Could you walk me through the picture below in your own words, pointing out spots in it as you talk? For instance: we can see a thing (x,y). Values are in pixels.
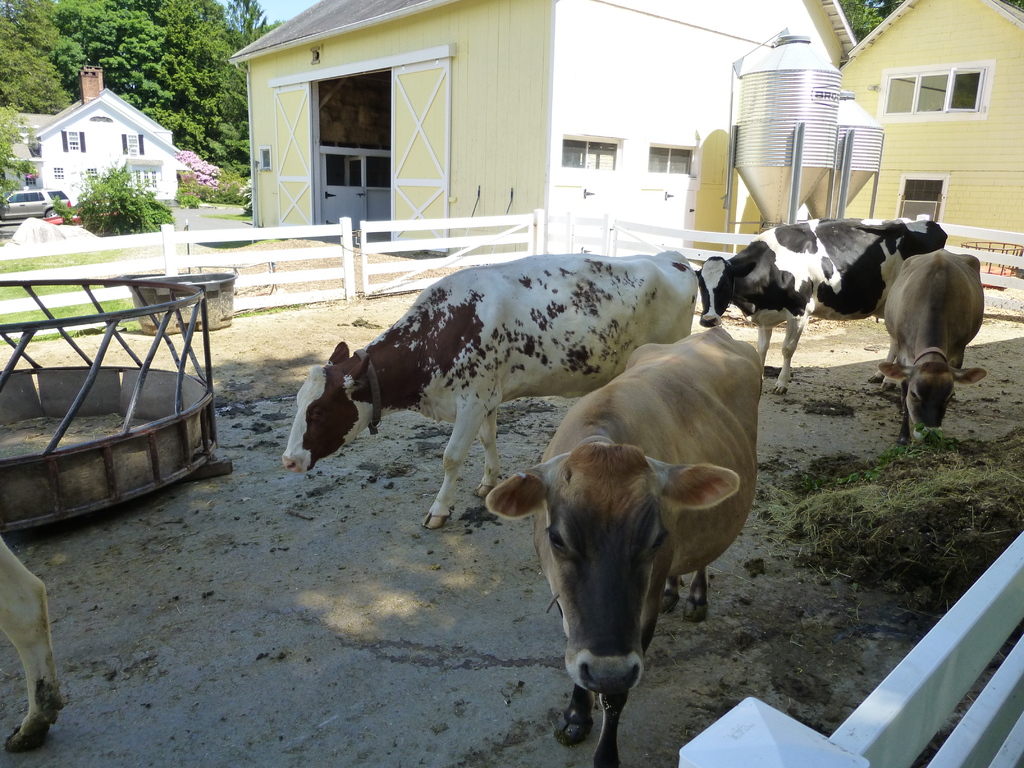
In this image we can see group of animals (598,390) on the ground (385,696). On the right side of the image (889,745) we can see a fence (881,756). To the left side of the image (187,290) we can see a container (222,299) placed on the ground (93,334), barricade (106,271), a vehicle (39,208) parked on the ground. In the background (302,152), we can see a group of buildings (534,124), trees (170,78), metal storage containers (802,142) and the sky (270,16).
